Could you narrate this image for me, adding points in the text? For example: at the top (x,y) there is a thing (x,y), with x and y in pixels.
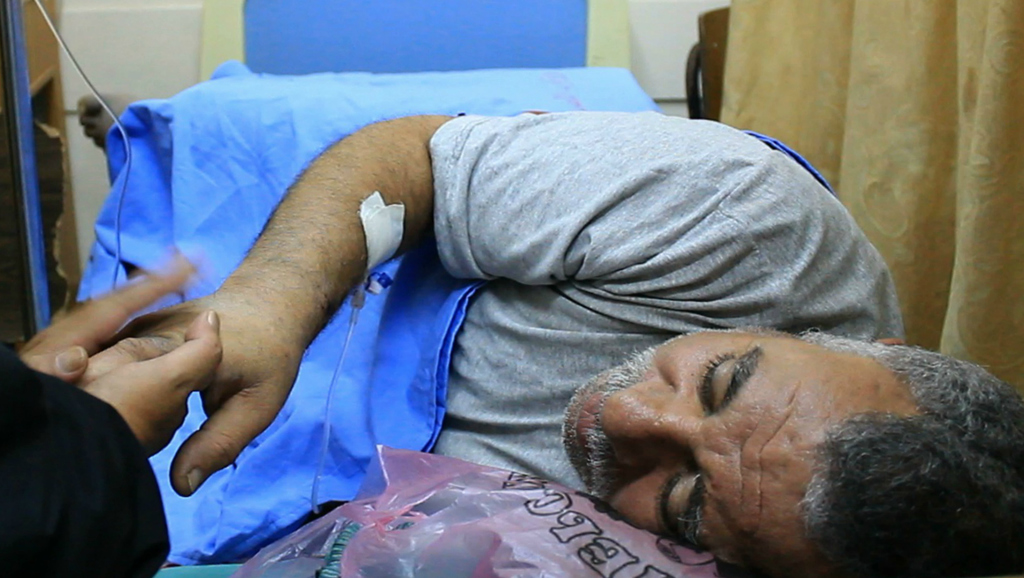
Here in this picture we can see an old person (601,362) laying and we can see a bed sheet (547,79) on him and beside him we can see a curtain (866,205) and another person (149,441) is holding his hand (219,441) and we can see a syringe pipe (315,495) kept on his hand (224,408) over there.
